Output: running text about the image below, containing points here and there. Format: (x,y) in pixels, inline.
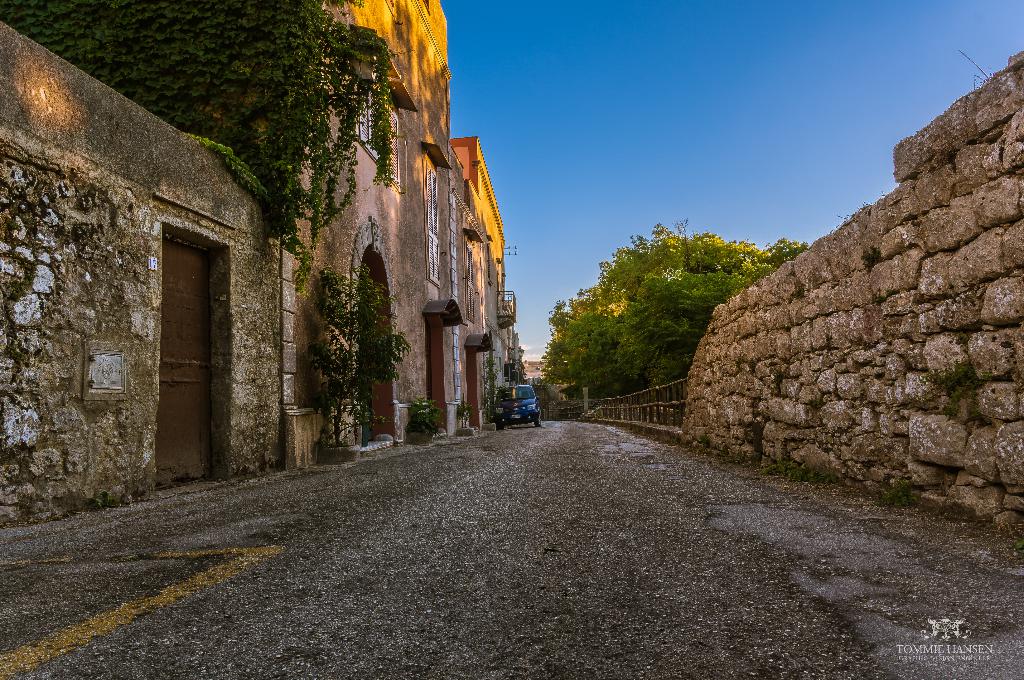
In this image I can see a road (544,445) in the centre (510,401) and on it I can see a car (502,406). On the left side of this image (224,382) I can see few plants (342,299), few buildings (260,364) and on the right side (686,311) I can see few trees (638,352) and the wall (910,369). In the background (672,92) I can see the sky (715,117) and on the bottom right corner of this image (945,657) I can see a watermark (945,628).
